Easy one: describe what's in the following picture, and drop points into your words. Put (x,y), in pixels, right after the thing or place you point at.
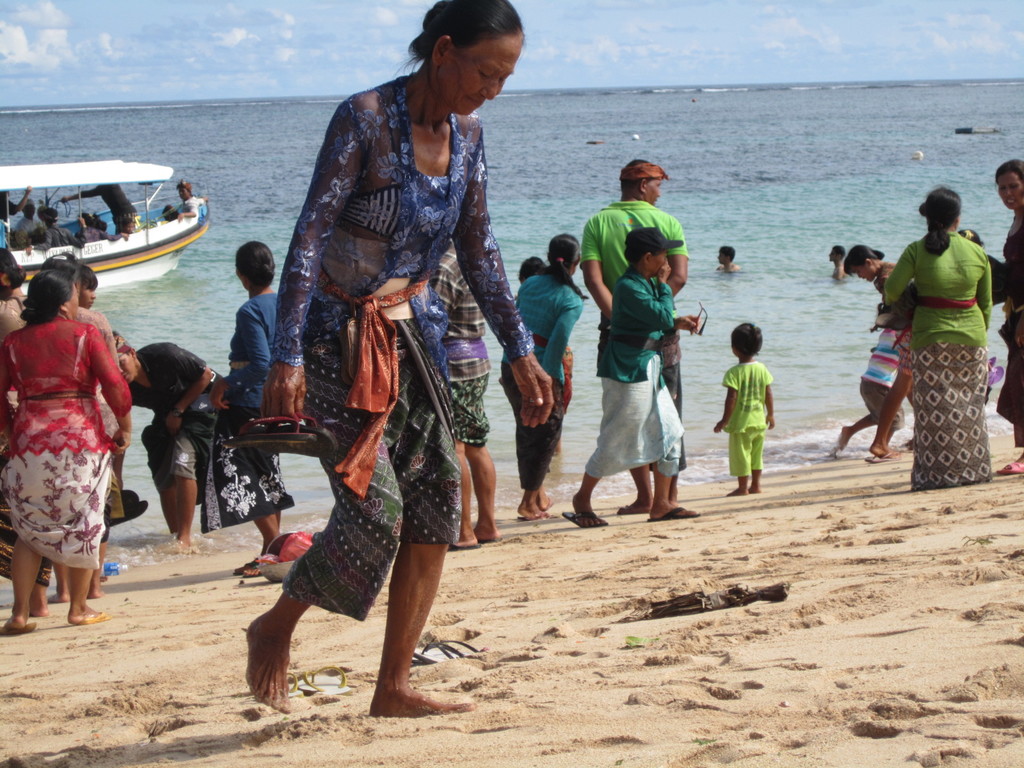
In this image we can see a group of people (517,410) standing on the sea shore (594,551). We can also see the slippers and some clothes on it. On the backside (102,216) we can see some people (64,233) sailing in a boat (44,256). We can also see a large water body (301,201) and the sky (261,34) which looks cloudy.
